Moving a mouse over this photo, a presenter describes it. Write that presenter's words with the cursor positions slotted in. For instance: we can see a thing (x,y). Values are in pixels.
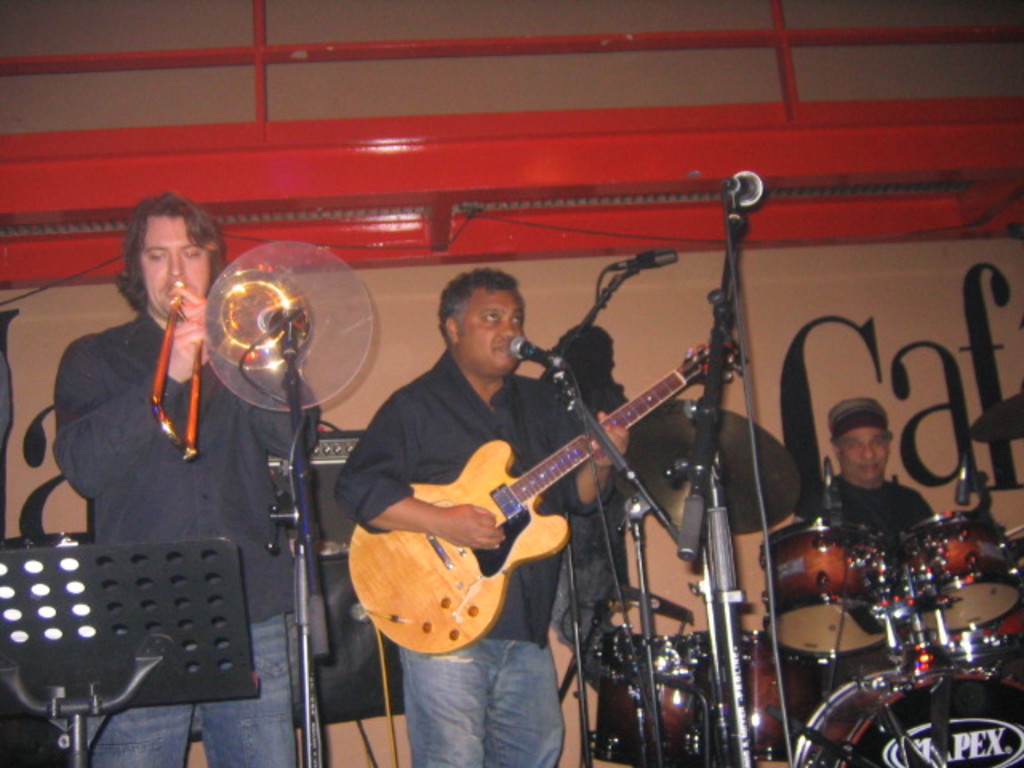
This picture seems to be of inside. On the right (882,457) there is a man (883,473) smiling, sitting, in front of him we can see the drums (900,633). In the center (511,335) there is a man (453,392) wearing black color shirt (534,422), playing guitar (568,451), standing and seems to be a singing. There are microphones (518,341) attached to the stand (722,498). On the left (169,276) there is a man (167,390) wearing black color shirt (250,506) standing and playing a musical instrument (172,428). On the left corner (78,596) we can see a stand (98,646). In the background (491,130) we can see a wall (834,268) and some red color metal roof (861,116).
